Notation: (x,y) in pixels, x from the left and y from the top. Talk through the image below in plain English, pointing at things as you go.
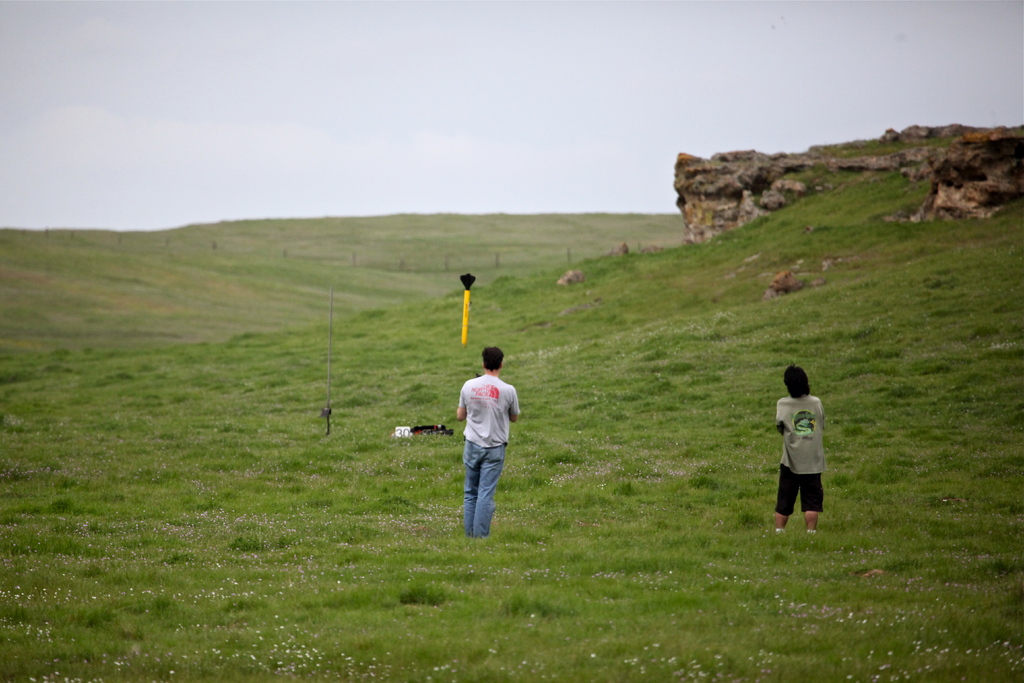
In this image we can see two people (467,385) standing. At the bottom of the image (470,610) there is grass (304,504). To the right side of the image (686,199) there are stones (684,195). In the background of the image (714,93) there is sky (355,80).
